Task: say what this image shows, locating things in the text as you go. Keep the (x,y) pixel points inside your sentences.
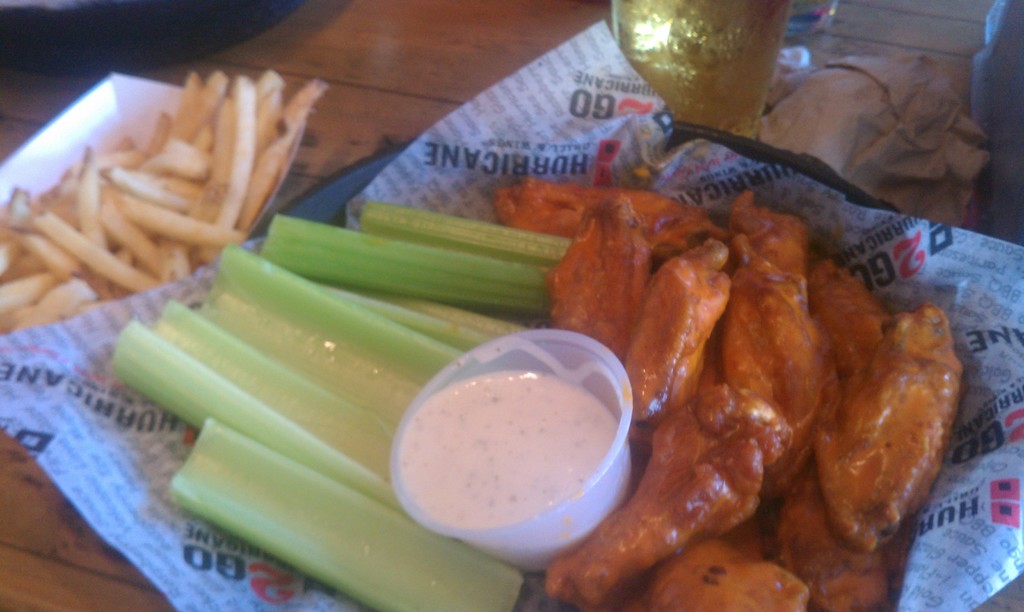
In this image we can see some food items (922,390) in a tray (747,184) and there is a sauce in a cup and there is a paper (607,56) with some text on it and we can see some other things (731,56) placed on the table (3,520).
